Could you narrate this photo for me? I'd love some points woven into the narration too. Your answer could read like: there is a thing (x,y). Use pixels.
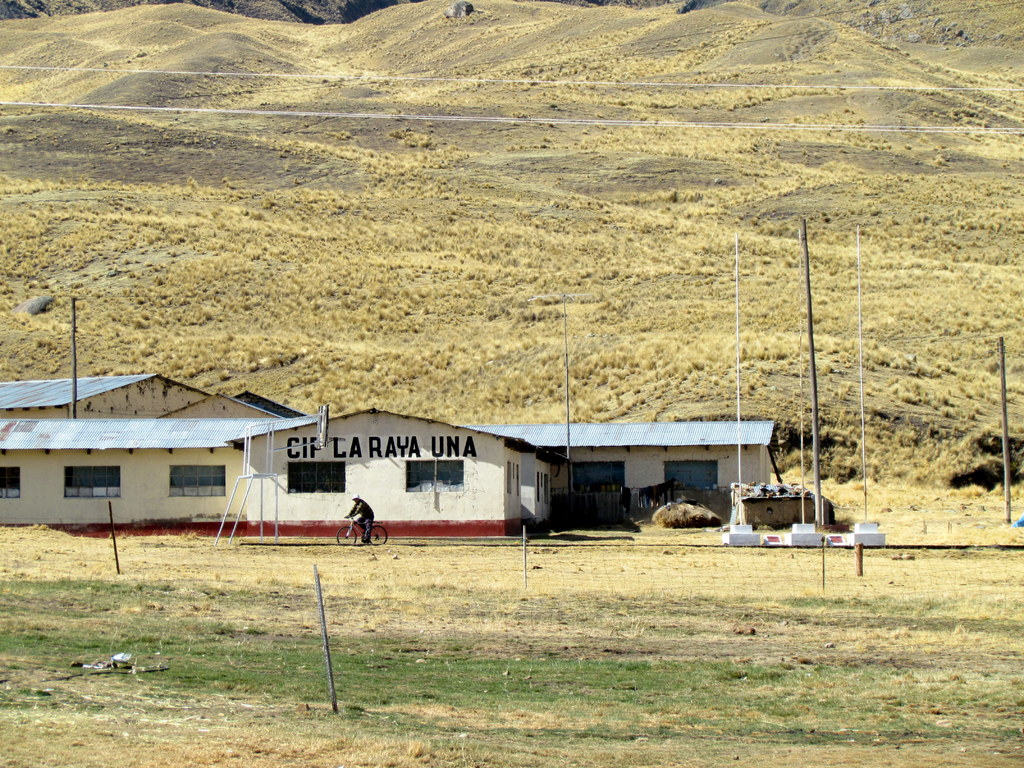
In the image there are godowns (476,442) on the grassland (604,544) and poles (811,331) on either sides of it with a man (372,513) riding bicycle (377,532) in the front (354,513), in the back (335,122) there are hills (360,121).
